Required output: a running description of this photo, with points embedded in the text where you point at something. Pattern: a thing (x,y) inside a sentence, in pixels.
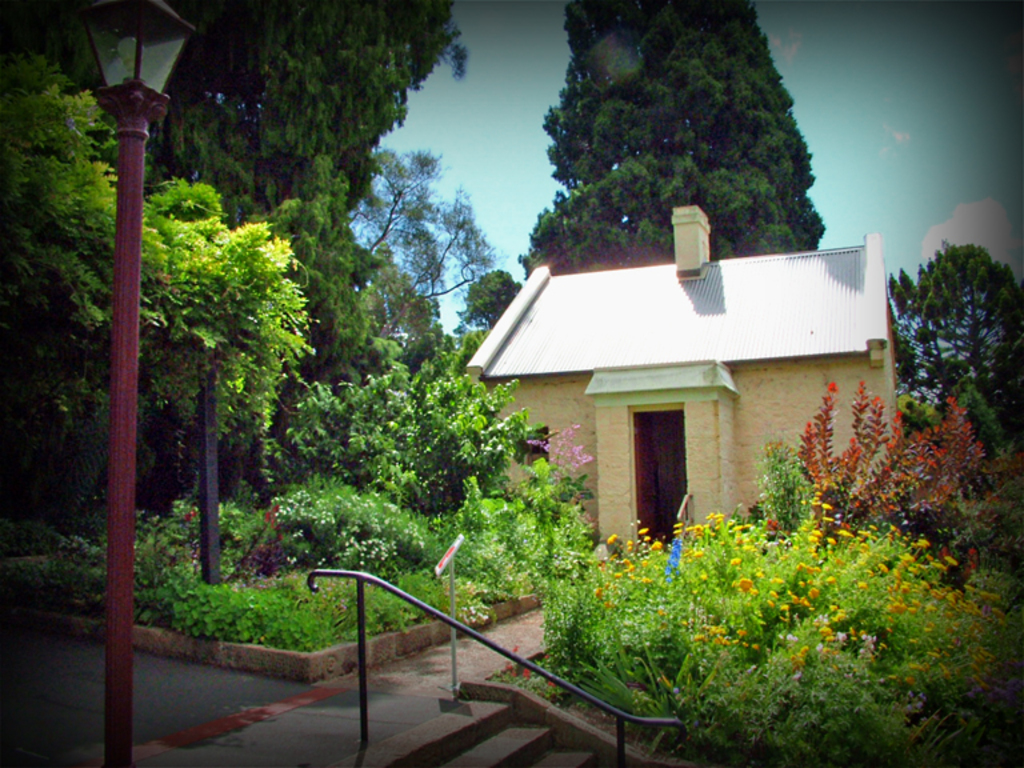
This image is taken outdoors. At the top of the image (517,100) there is the sky (907,162) with clouds (972,210). At the bottom of the image (350,740) there is a floor (308,714) and there are a few stairs (508,732). On the left side of the image (188,237) there are a few trees (77,146) and plants (151,409) and there is a pole (123,284) with a street light (144,39). In the middle of the image (599,428) there is a house (737,413) with walls (775,405), a roof (633,311) and a door (671,475). In this image there are many trees (294,288) and plants (925,642) on the ground (501,666) and there is a railing (503,651). There are a few flowers (688,561) on the plants (778,560).
